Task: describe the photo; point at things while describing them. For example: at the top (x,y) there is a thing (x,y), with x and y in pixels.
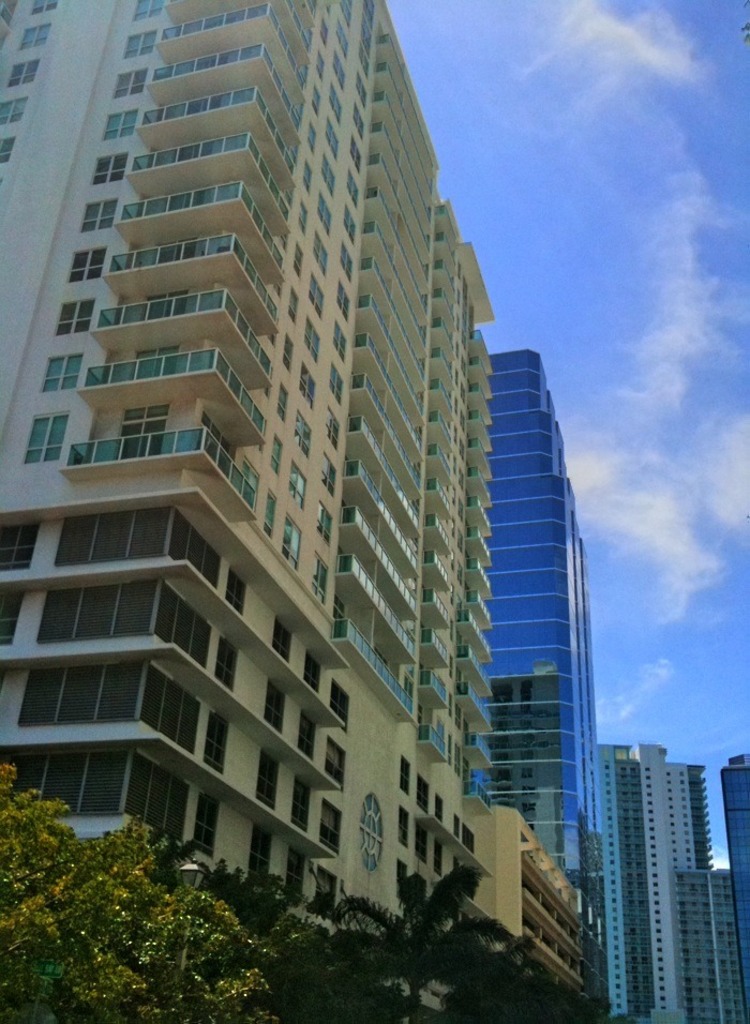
In this image I can see trees (122,959) in green color, background (243,829) I can see few buildings (322,427) in white and cream color. The sky (569,233) is in blue and white color.
